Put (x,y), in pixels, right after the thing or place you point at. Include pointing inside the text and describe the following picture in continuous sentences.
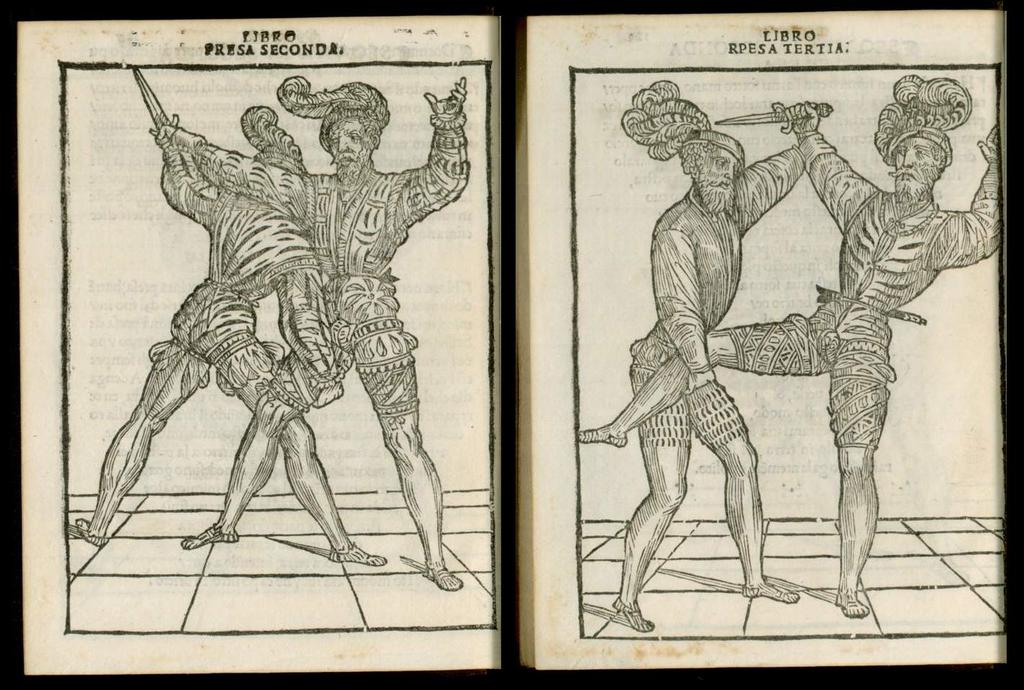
In this picture I can see pages (689,196), there are words (298,52) and images (275,182) of people (242,296) on the papers (297,249).
